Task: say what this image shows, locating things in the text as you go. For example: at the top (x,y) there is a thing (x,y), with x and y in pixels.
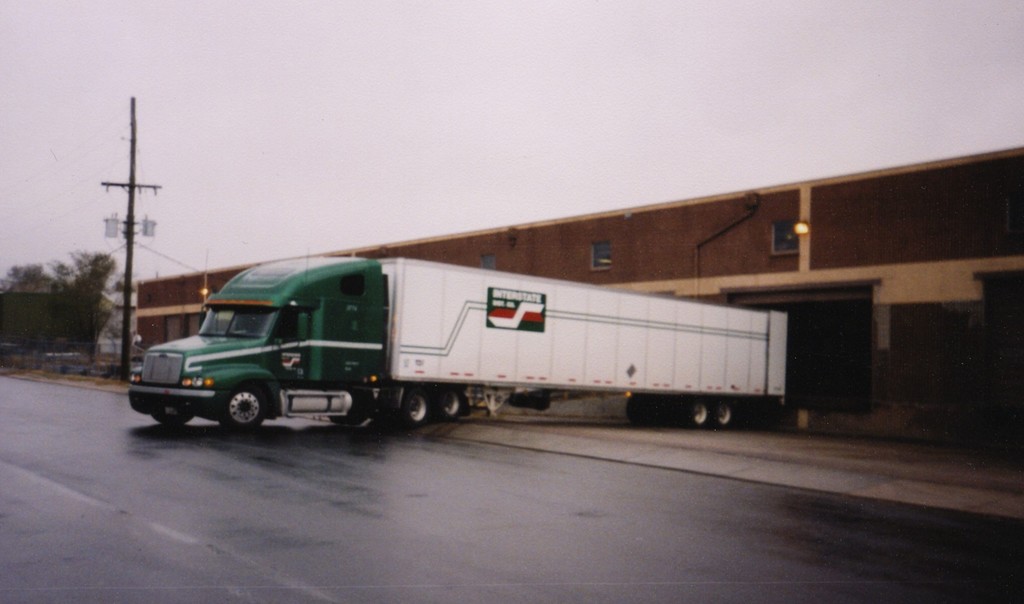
In this picture we can see there is a truck (253,418) on the path (620,430) and behind the truck (185,352) there are trees (35,269) and an electric pole (115,227) with cables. Behind the truck (310,345) there is a building (745,276) and light (799,229) and behind the building (688,224) there is the sky (689,132).
